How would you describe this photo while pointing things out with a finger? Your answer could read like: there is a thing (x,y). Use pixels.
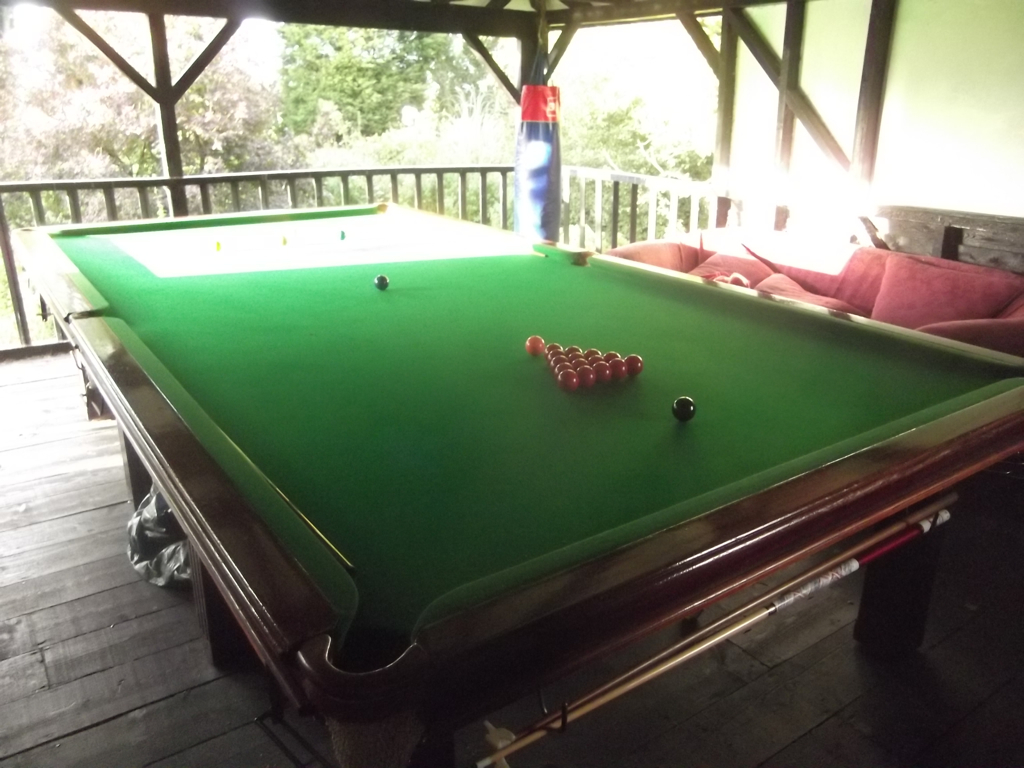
In this image there is a snooker board (462,226) on which there are solid balls (611,376) kept on it. At the background (226,126) there are trees (343,86). To the right side (946,303) there is a punching bag (544,178) and sofas (826,288) on which there are pillows (933,290).
